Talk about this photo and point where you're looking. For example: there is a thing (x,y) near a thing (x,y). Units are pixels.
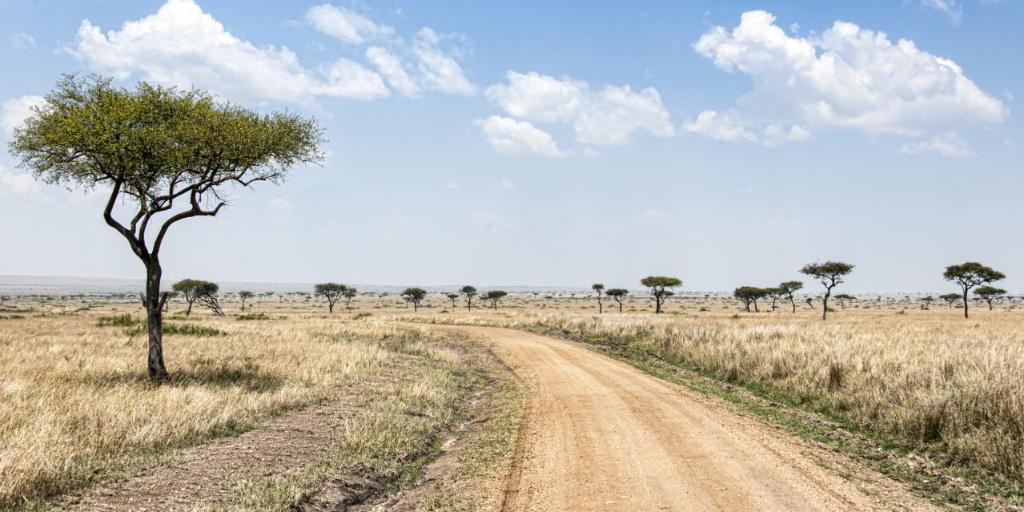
This image is taken outdoors. At the top of the image (331,66) there is a sky (359,214) with clouds (165,21). At the bottom of the image (469,474) there is a ground (210,449) with grass (249,423) on it. In the background (130,323) there are a few trees (156,303) and plants (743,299) on the ground (907,295).
